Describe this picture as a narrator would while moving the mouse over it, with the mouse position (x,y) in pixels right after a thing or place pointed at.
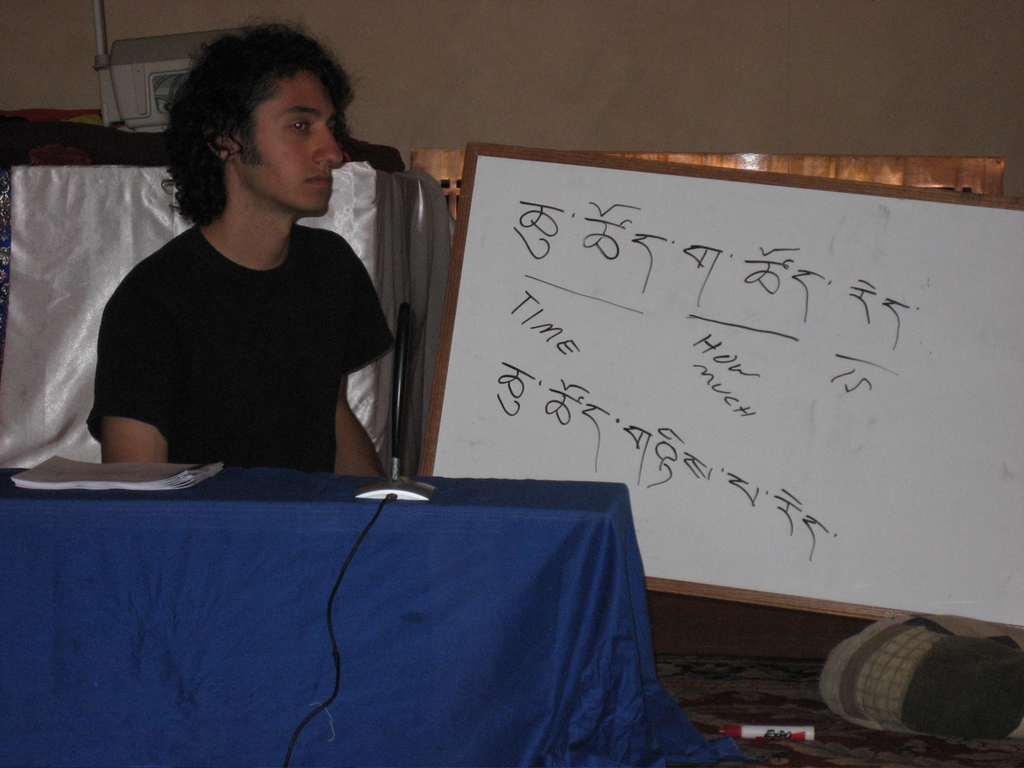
In this image we can see a person (227,386) sitting, in front of him there is a table (363,572) covered with the cloth (333,544) and there are some objects (400,441) on it, behind him we can see tables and board (523,196), there are some objects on the floor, in the background (694,78) we can see the wall (617,59).
